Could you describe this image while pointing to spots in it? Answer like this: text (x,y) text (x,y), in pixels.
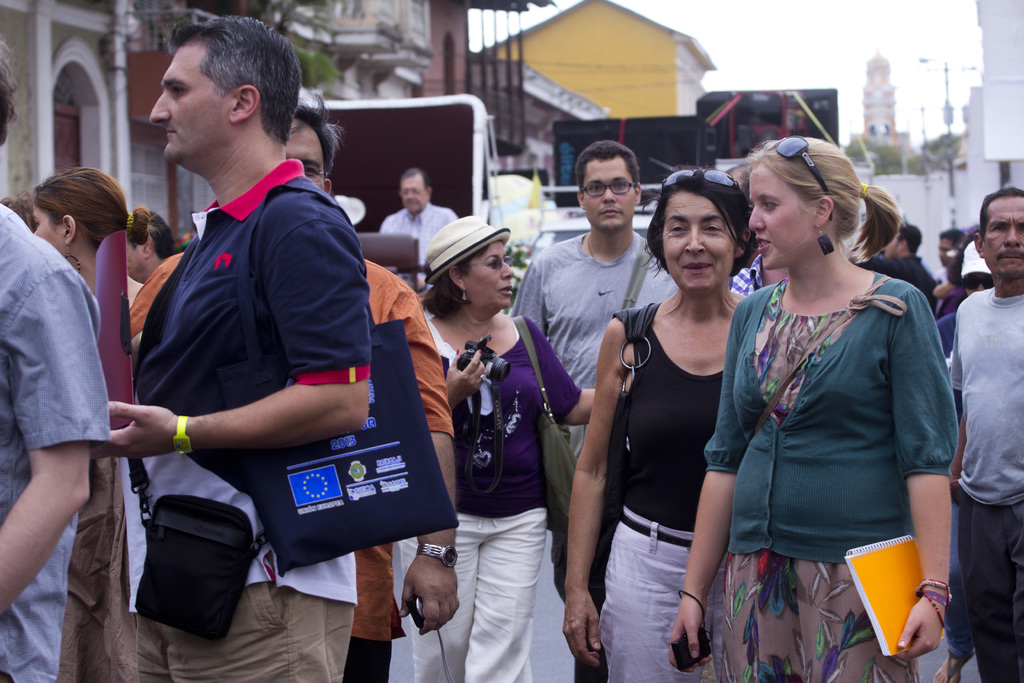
In this image we can see men (592,300) and women (705,343) are on the road (964,675). Behind them buildings (567,86) and poles (948,129) are there.
